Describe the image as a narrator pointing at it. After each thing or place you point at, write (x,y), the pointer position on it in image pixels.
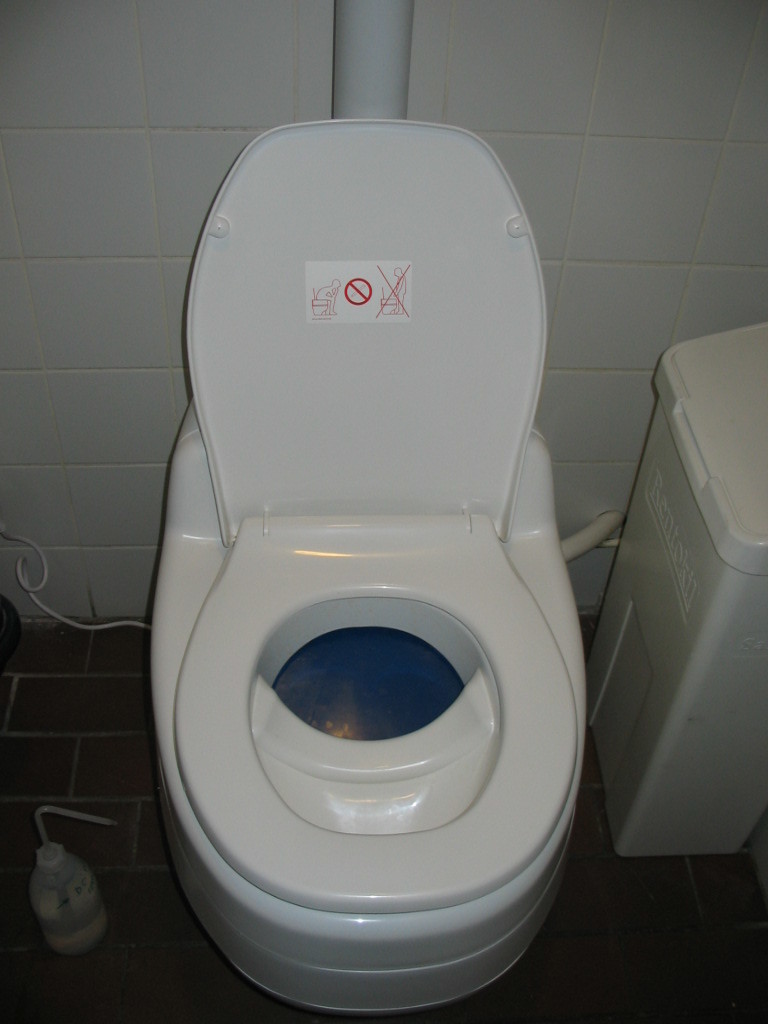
In this image there is a tile floor (99,714), tile wall (145,211), toilet cupboard (485,366), sign-sticker (368,267), pipe (358,99), bin (652,579), bottle (38,866) and objects (18,540).
